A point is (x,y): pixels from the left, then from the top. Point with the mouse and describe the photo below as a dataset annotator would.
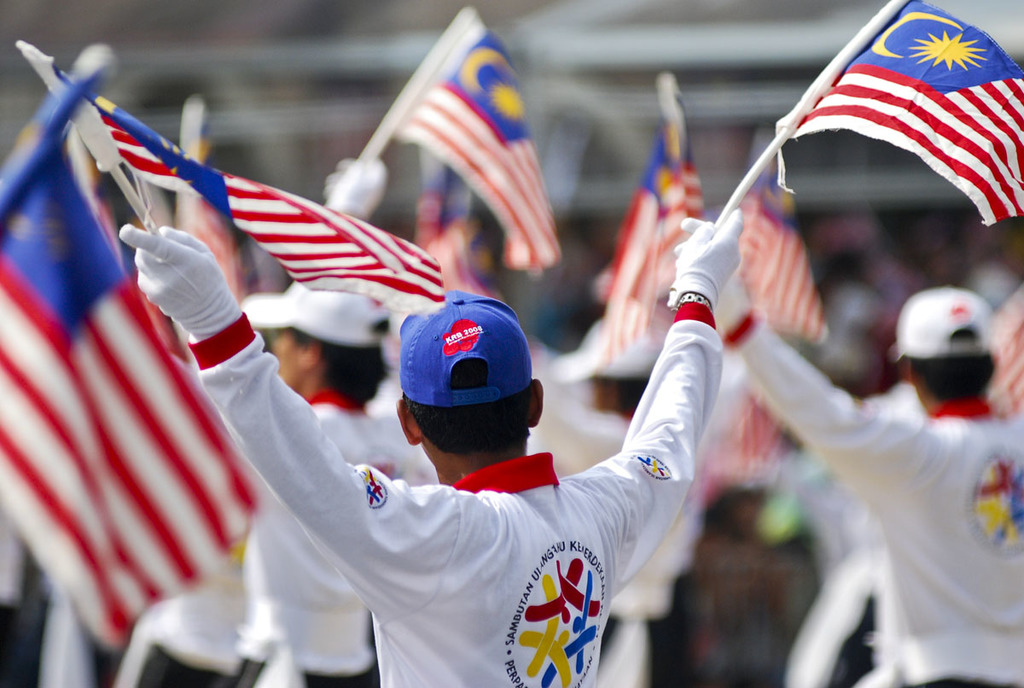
Here we can see people (355,459). These people (581,378) are holding flags (433,134). Background (821,152) it is blur.
